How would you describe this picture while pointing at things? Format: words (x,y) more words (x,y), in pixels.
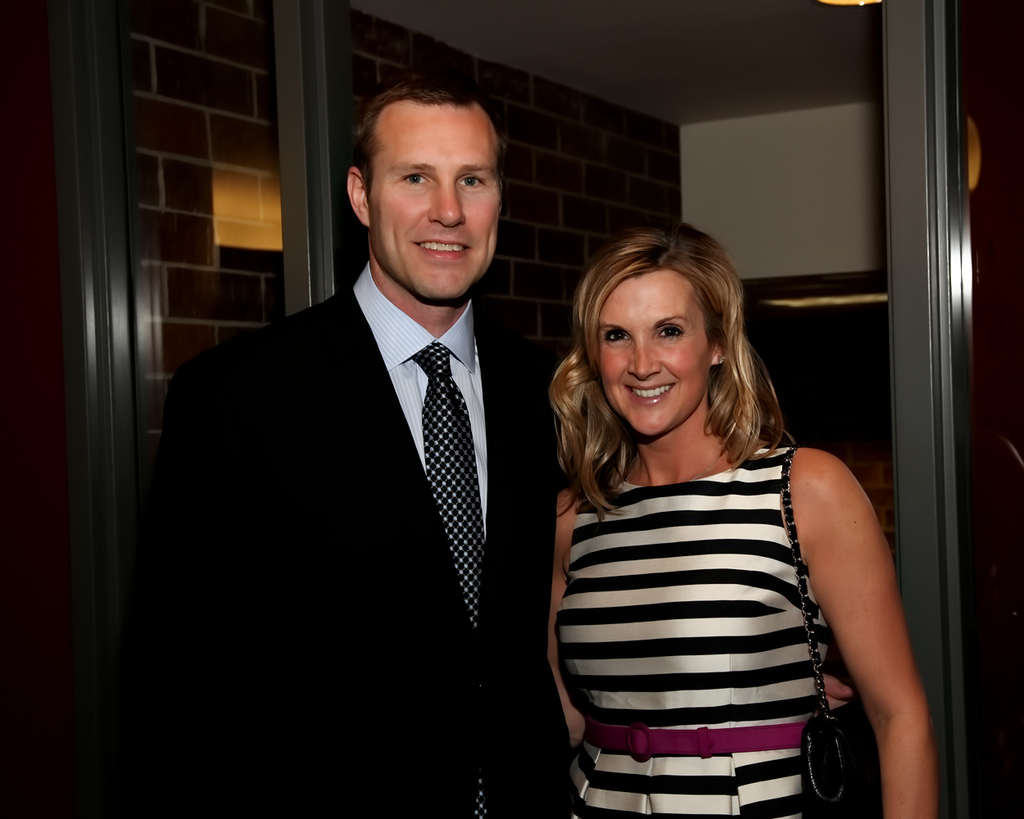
In this image I can see two persons (591,592) standing, the person (720,613) at right (720,560) is wearing white and black color dress (666,616) and the person (479,565) at left (329,545) is wearing black blazer (309,483), white shirt (422,454) and black color tie (433,462). In the background (699,149) the wall (618,147) is in brown and white color.
